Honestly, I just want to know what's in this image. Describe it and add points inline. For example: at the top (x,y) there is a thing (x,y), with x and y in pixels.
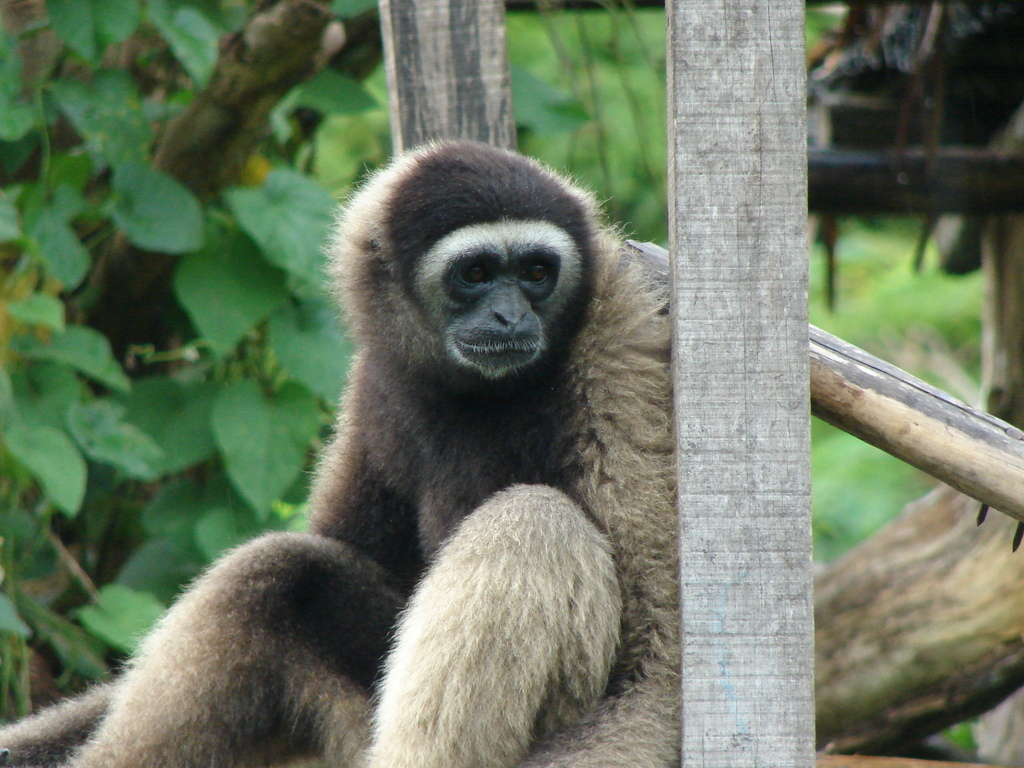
In this image there is an animal (386,473) truncated towards the bottom of the image (509,551), there is a wooden object (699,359) truncated towards the top of the image (723,237), there is a wooden object (754,700) truncated towards the bottom of the image (752,709), there is a wooden object (956,444) truncated towards the right of the image (980,431), there are plants (186,300) towards the left of the image (121,244), there are plants (207,43) towards the top of the image (313,52), the background of the image (587,140) is blurred.
